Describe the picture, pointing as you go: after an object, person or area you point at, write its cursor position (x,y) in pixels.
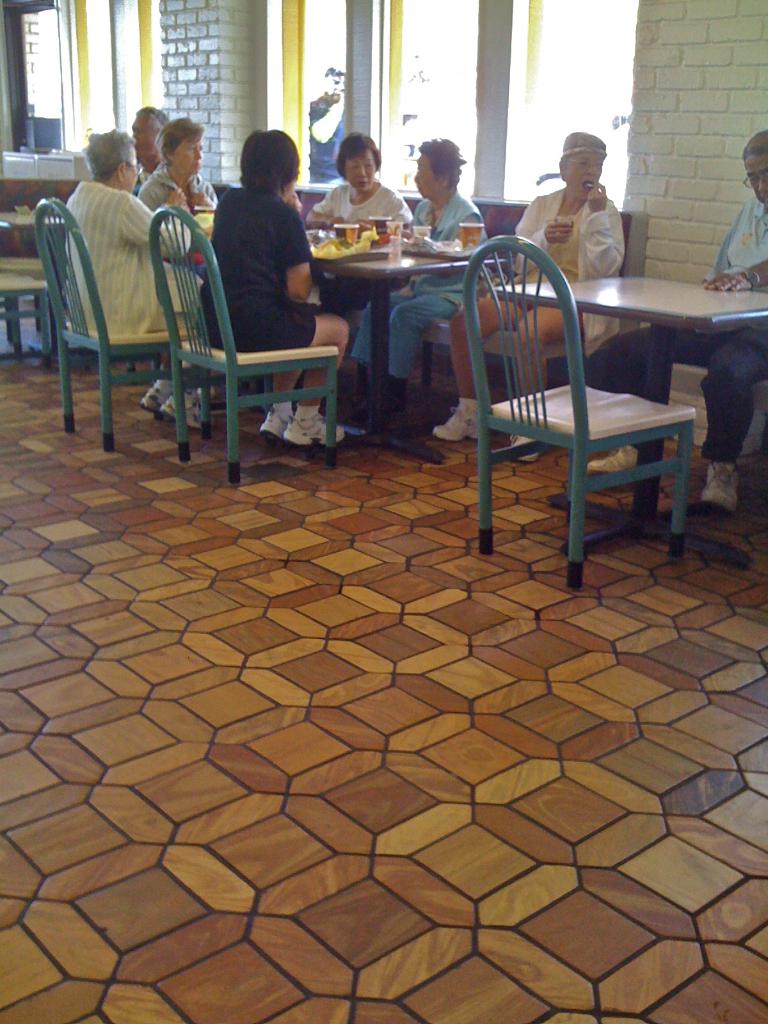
In this picture we can see some persons (444,183) are sitting on the chairs (90,336). These are the tables (380,354). On the table (390,264) there are glasses (383,243). This is floor (236,860). On the background (648,171) there is a wall (648,95). And this is window (405,70).
